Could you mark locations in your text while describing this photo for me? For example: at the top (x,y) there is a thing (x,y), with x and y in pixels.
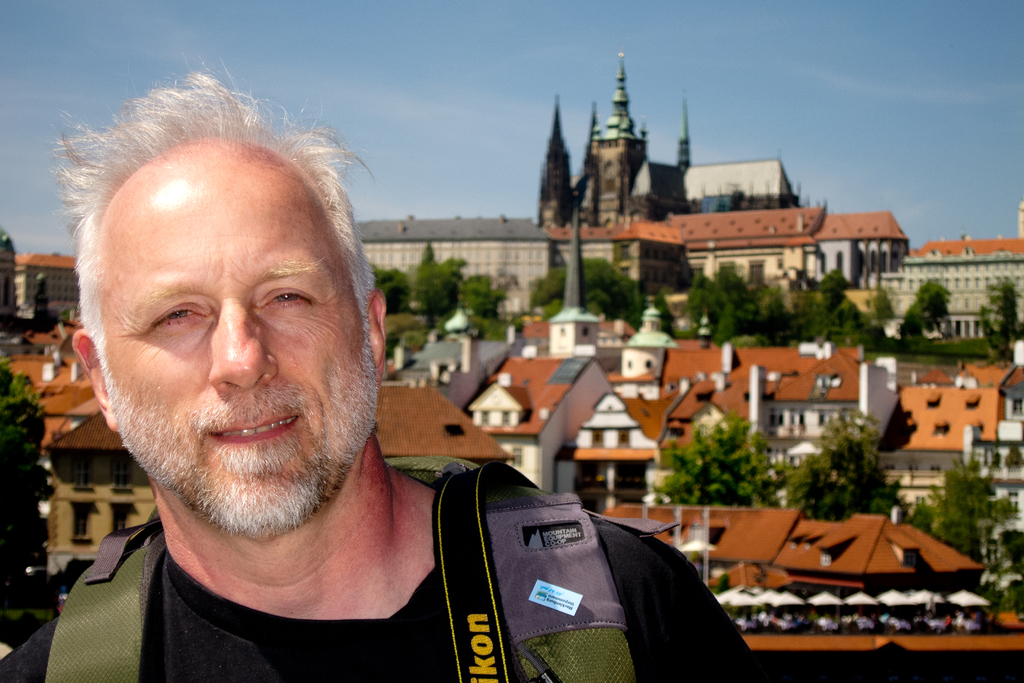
In this image on the foreground (271,443) there is a man (291,610) wearing black t-shirt (270,648), carrying a bag (519,489). In the background (441,452) there are buildings (600,443), trees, sky (507,88).
